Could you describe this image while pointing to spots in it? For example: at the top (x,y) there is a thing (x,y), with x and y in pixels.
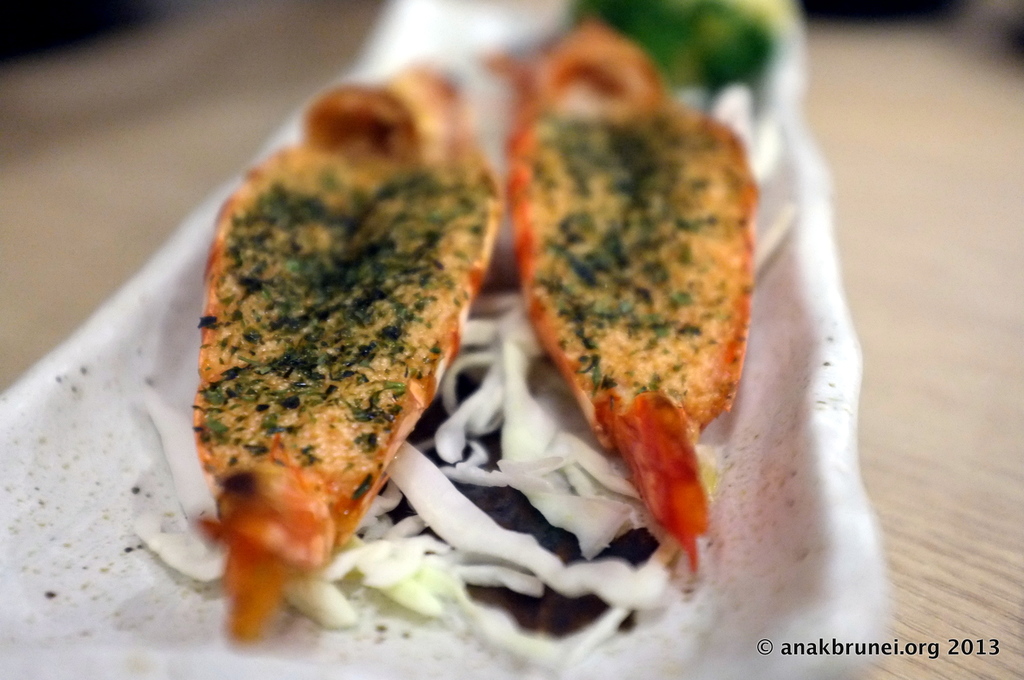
In this image we can see the food item (598,364) in a white plate (848,515) which is placed on the wooden surface (196,190). In the bottom right corner (787,643) we can see the text (905,647) and also the number (971,650).
